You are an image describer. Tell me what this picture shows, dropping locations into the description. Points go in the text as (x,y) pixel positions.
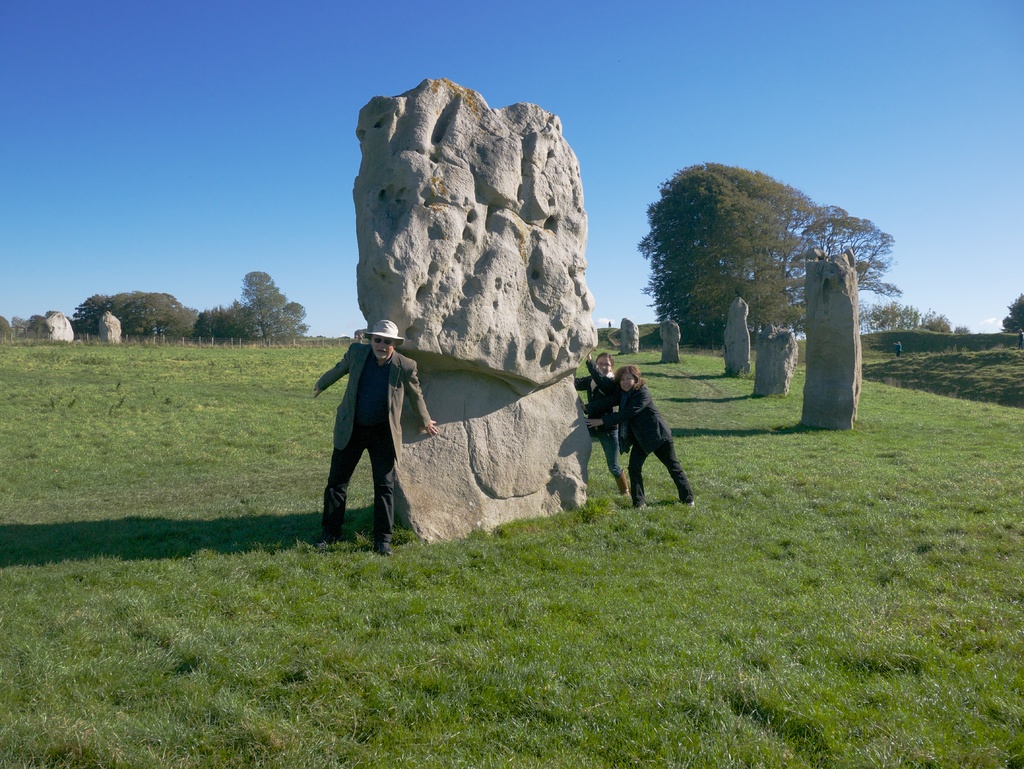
This is the picture of a place where we have some rocks (743,338) and some people (375,383) on the grass floor (369,496) and around there are some trees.
